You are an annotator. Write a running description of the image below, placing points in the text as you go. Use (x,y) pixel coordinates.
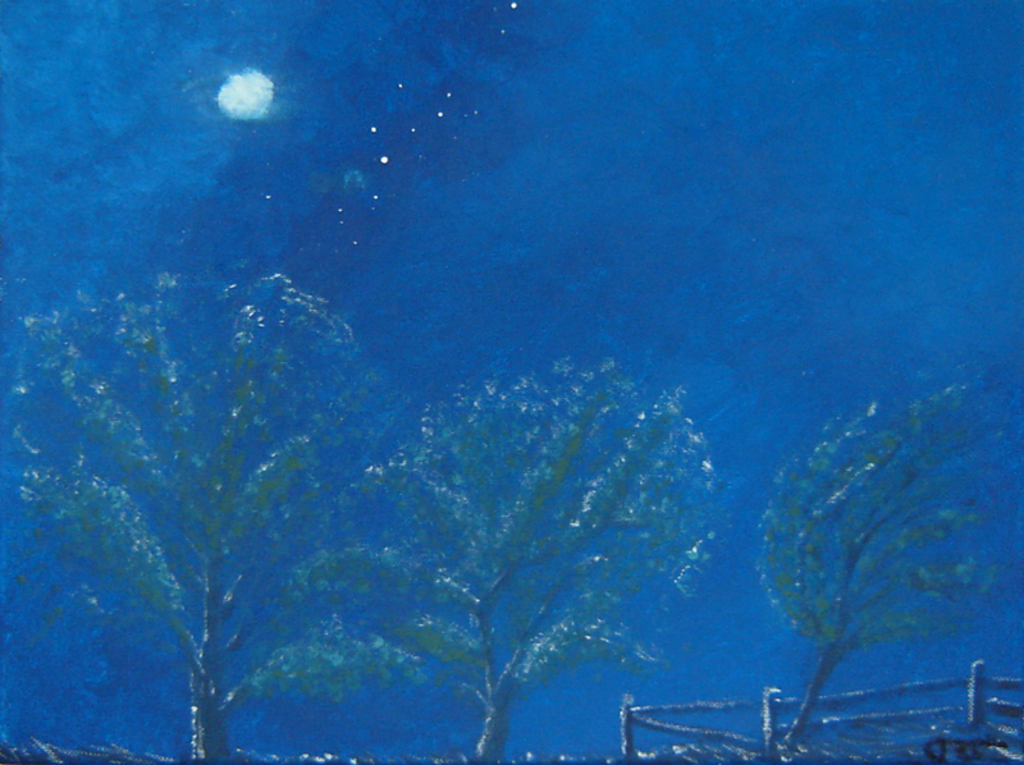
In this image I can see painting (252,318) of trees (486,720), moon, stars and sky (655,231).
